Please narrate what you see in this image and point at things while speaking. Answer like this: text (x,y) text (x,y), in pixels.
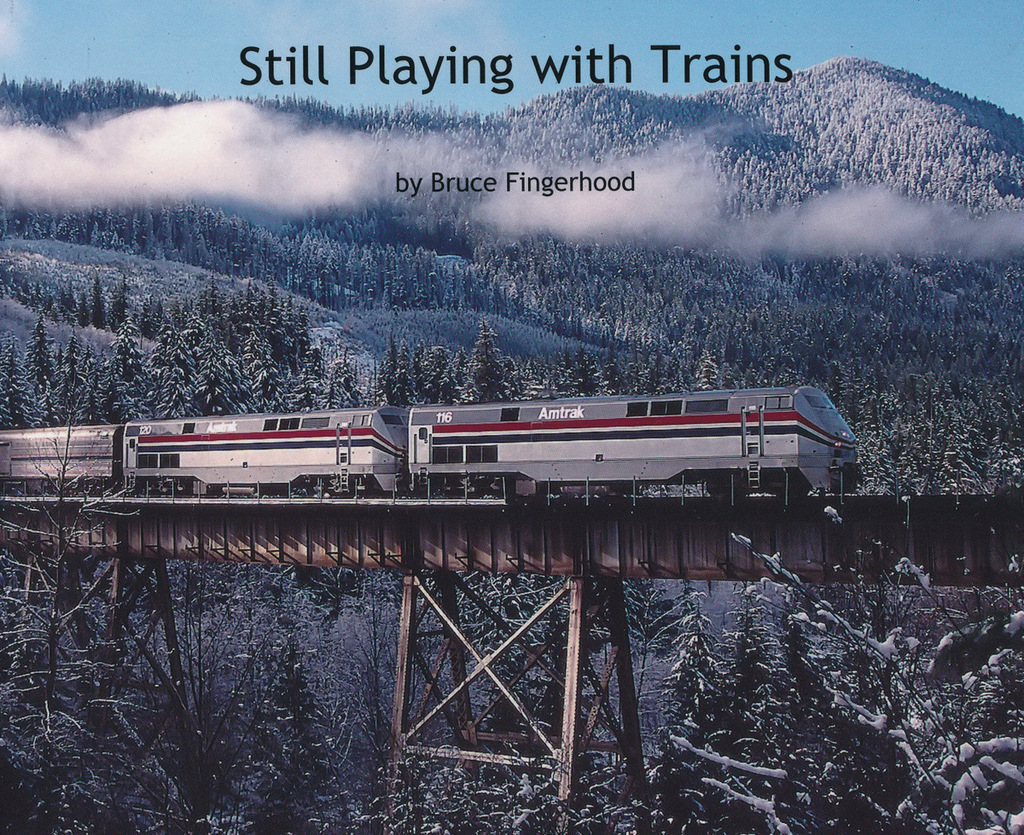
In this picture, it is looking like a poster (422,628) and on the poster (453,640) there is a train (657,458) on the bridge (294,507) and behind the bridge (301,543) there are trees (538,242), hills (775,199) and a sky (901,40) and on the poster (649,58) it is written something.
